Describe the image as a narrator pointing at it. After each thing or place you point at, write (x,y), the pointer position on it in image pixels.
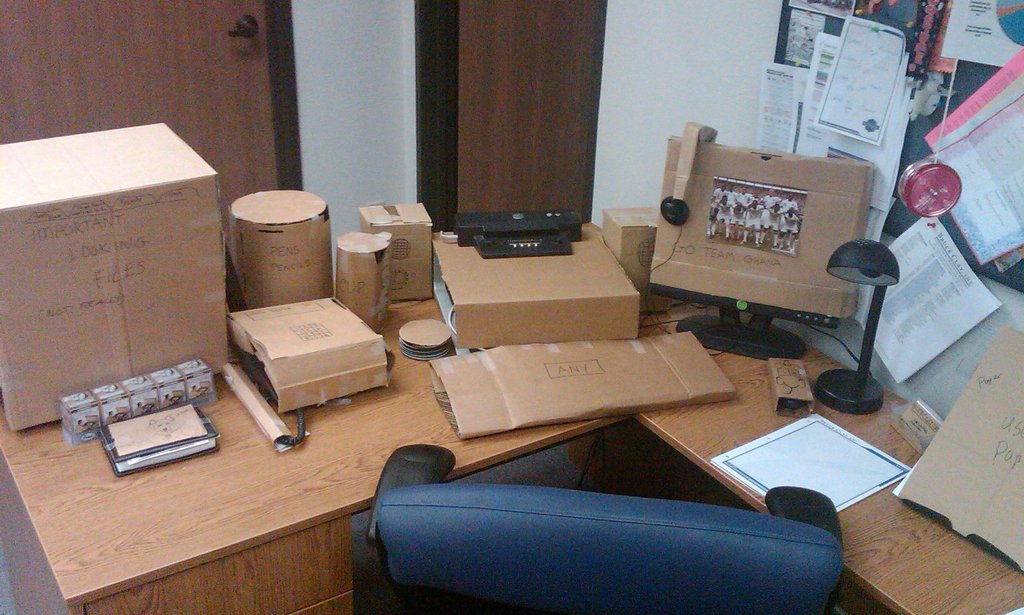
in the picture there is table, on the table (46,454) there are many items (798,181) beside the table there is wall (632,140) on the wall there are many notifications (897,130) on a paper (877,214).
